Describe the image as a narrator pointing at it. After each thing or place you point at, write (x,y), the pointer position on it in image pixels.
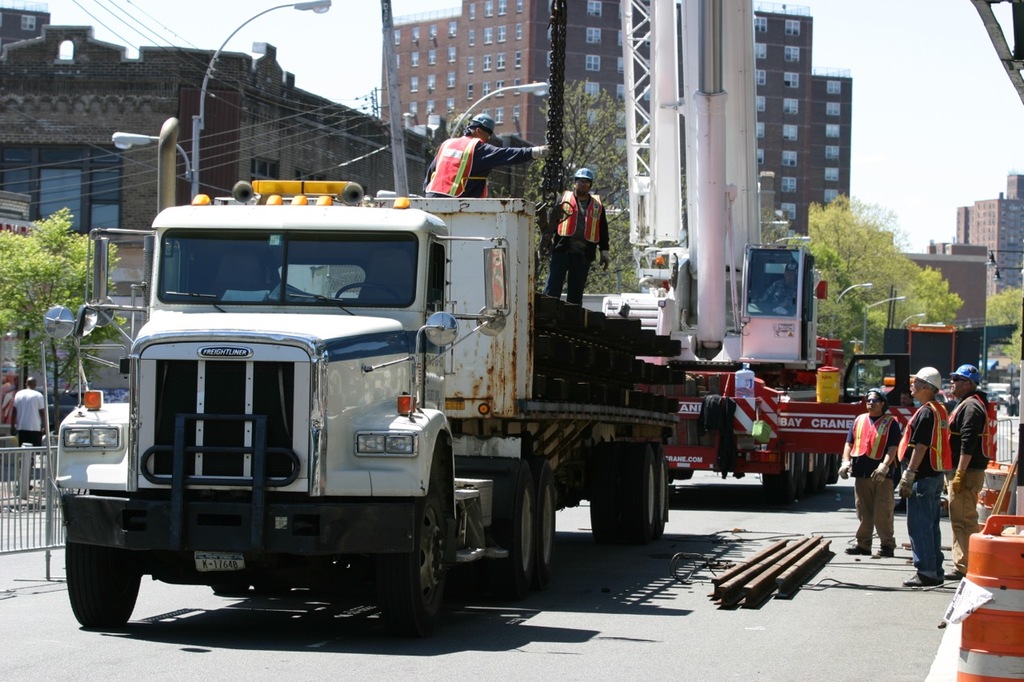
In this image we can see the people (963,427) wearing the helmets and standing. We can also see the vehicles (540,440) and some other objects (1012,669). We can see the light poles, electrical pole (405,177), wires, trees (938,294), buildings (273,71) and also the barrier (986,579). On the left (33,443) we can see a person (21,444). We can also see the sky (366,57). At the bottom (806,672) we can see the road (559,626).
